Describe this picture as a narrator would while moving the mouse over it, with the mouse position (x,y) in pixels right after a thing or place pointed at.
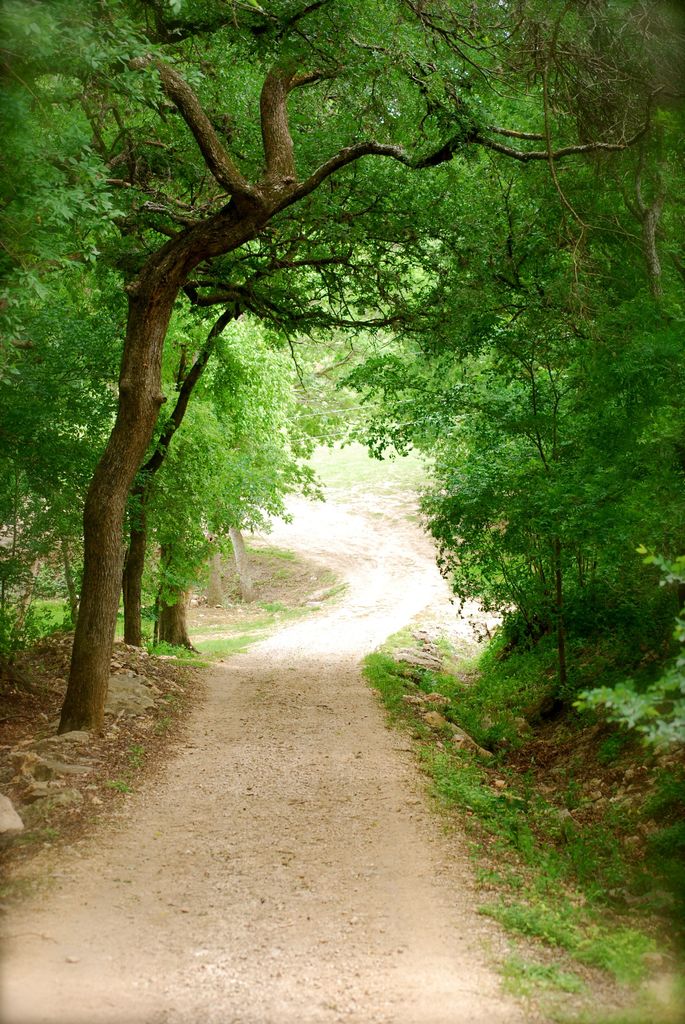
On the right side of the picture (481,703) there are trees (568,402), plants (470,780) and stones (635,772). On the left (80,447) there are trees (80,710), plants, grass (175,654) and stones (41,806). In the center of the picture (352,547) it is path (344,613).
